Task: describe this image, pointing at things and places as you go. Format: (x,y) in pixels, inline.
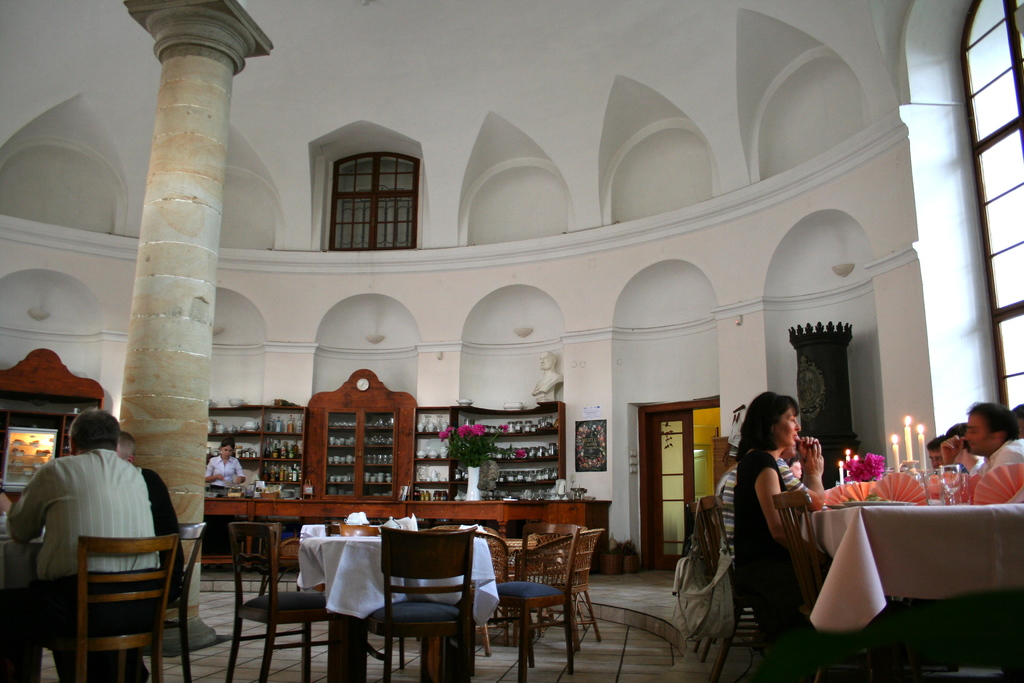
The image consists of people (774,477) sitting on chair (794,530) and table (931,527) in between with candles (893,443) and glasses (957,500) on it. It seems to be of a hotel or a resort and on background wall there are cupboard (415,464) with bowls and glasses (502,477) and a flower vase (473,476) on the table (510,509).
